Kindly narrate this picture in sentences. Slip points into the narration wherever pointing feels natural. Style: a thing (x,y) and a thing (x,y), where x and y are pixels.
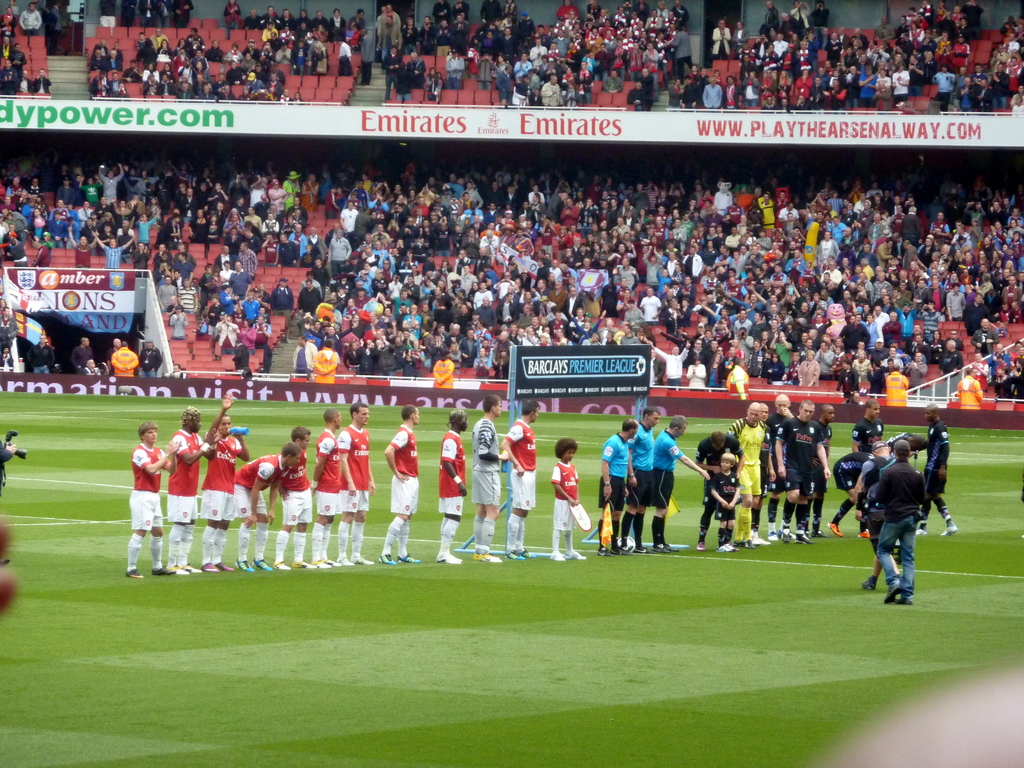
In this image we can see a group of people (620,480) standing on the ground (509,600). On the left side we can see a camera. On the backside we can see some chairs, fence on the staircase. We can also see a group of people (493,238).
